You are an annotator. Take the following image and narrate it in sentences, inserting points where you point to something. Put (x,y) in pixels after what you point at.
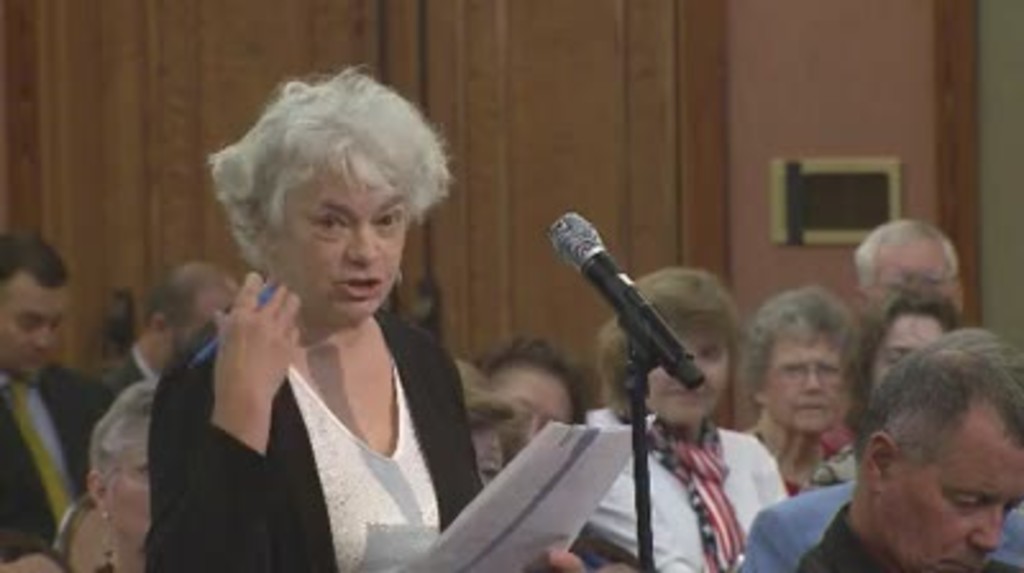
In this image I can see the person (257,309) standing in-front of the mic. The person (423,387) is wearing the black and white dress (329,464) and holding the pen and paper (492,525). In the background (486,377) I can see the group of people (57,323) wearing the different color dresses (831,495). I can also see the wooden wall (708,42) in the back (635,40).
